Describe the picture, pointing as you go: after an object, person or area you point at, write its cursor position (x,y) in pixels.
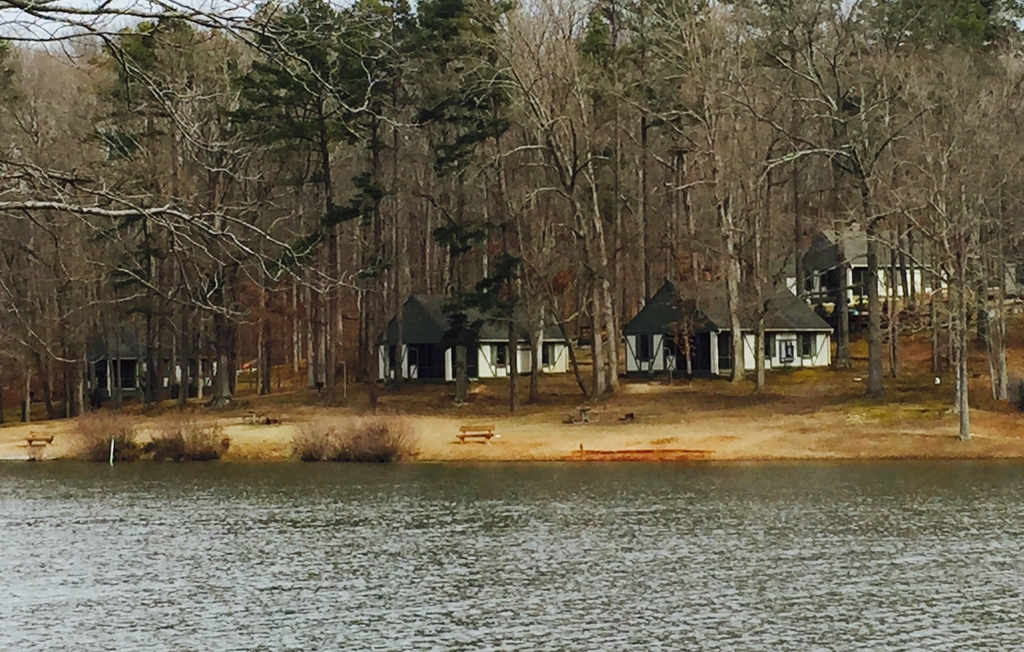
This image is clicked outside. There is water (419,580) at the bottom (500,611). There are some houses (551,326) in the middle (650,362). There are trees (464,229) in the middle (502,219).
